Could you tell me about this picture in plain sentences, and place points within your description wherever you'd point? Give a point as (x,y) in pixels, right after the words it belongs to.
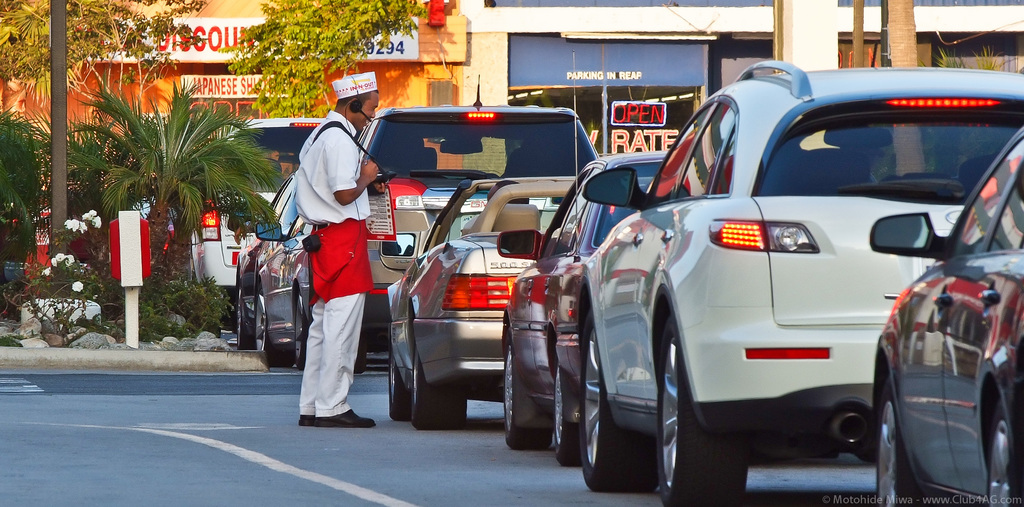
In this image there are a few vehicles (468,221) on the road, beside the vehicles (550,351) there is a person (327,186). In the background (272,21) there are buildings (476,39), stalls (553,60), trees (180,169), plants (78,176), flowers (56,264) and few poles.
